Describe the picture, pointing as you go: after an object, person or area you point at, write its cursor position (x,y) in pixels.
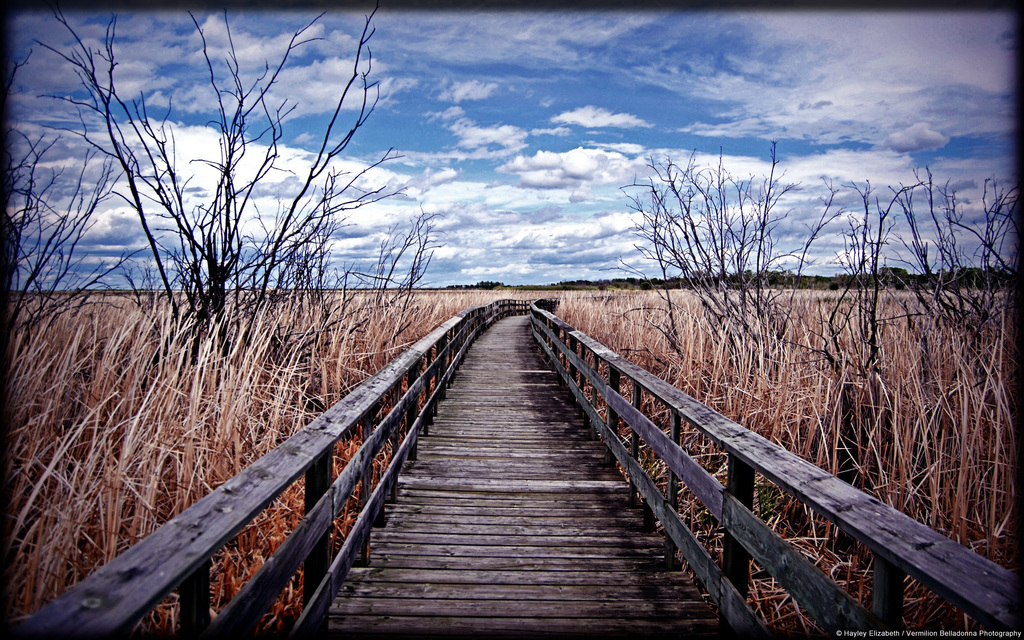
In this image we can see a wooden bridge (501,496). Beside the bridge (466,377) we can see the grass (241,374) and plants (833,372). In the background (865,278), we can see the trees (729,275). At the top (486,132) we can see the sky (408,138).
